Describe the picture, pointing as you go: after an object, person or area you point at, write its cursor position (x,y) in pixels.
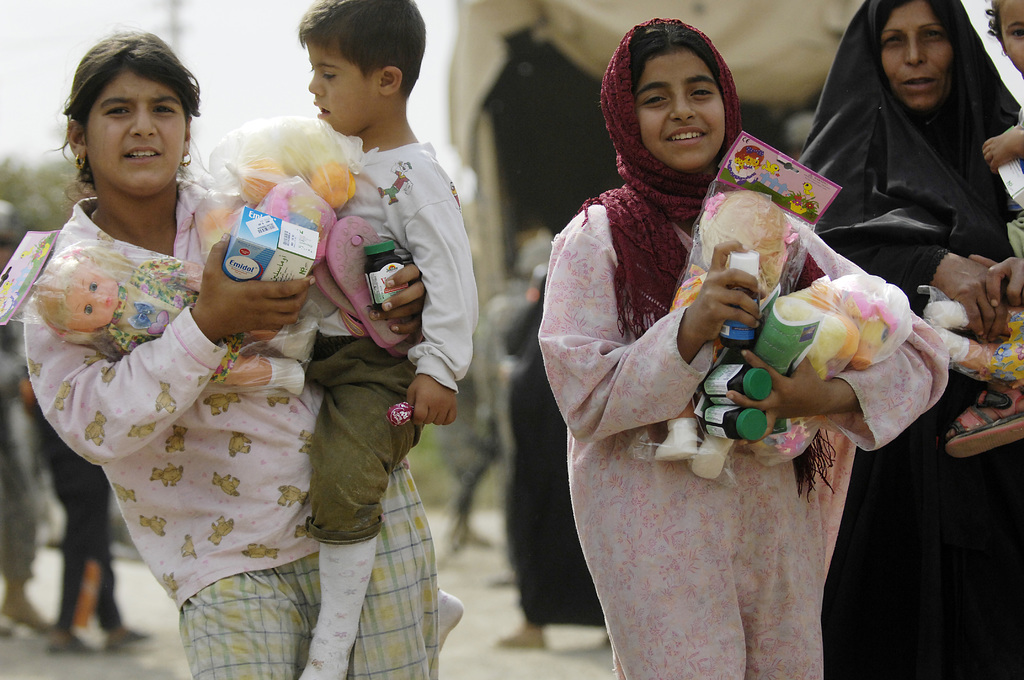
In this image I can see three women (995,76) among them these two women (171,339) are holding children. These three women (592,282) are also holding toys (109,256). The background of the image (500,135) is blurred.
